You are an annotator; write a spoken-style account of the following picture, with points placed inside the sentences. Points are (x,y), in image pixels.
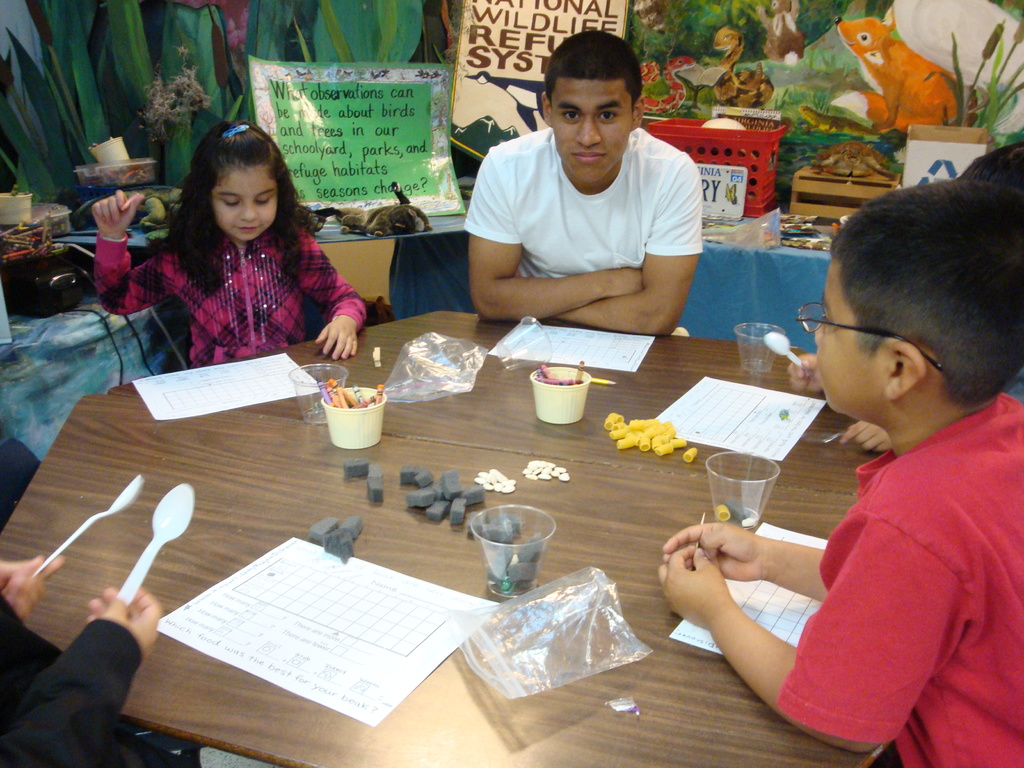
There is a table (217,661) at here the people (696,611) are sitting around table (697,751) there are papers (333,673), spoons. Here is a girl (256,350). she is wearing a pink color dress (295,314). here boy (523,291) is wearing a white color T-shirt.
